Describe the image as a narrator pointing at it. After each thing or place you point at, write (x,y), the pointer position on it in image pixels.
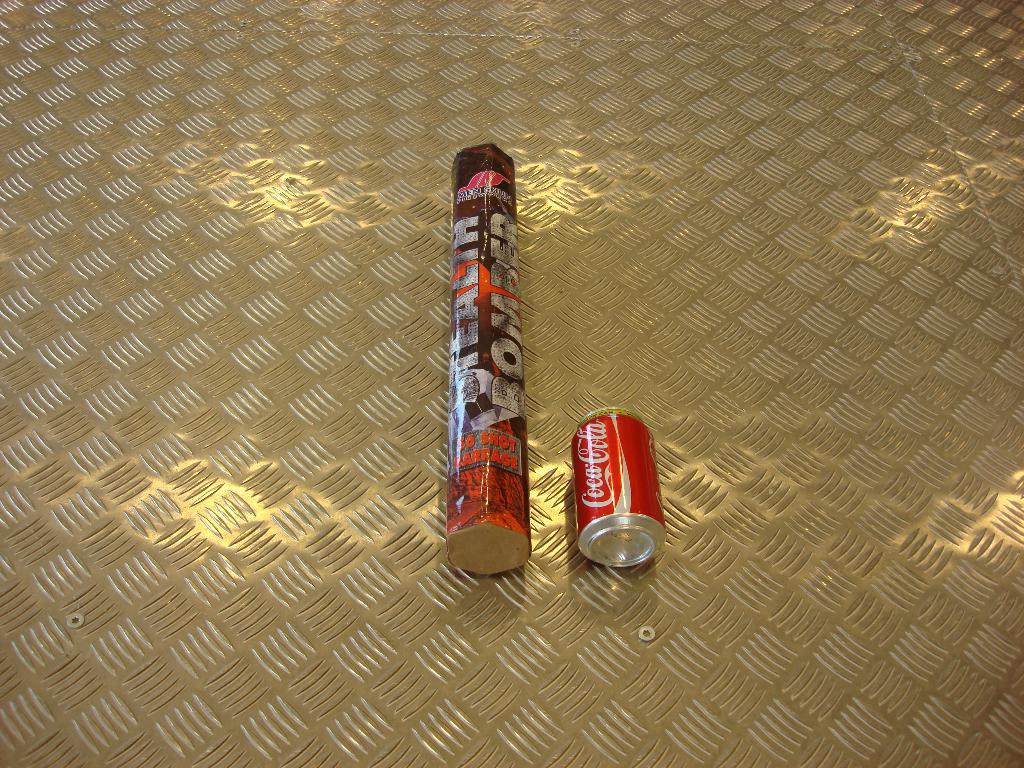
In the image there is a coke tin (605,441) and we can also see some object (463,352) which it is labelled as 'BOMBER'.
